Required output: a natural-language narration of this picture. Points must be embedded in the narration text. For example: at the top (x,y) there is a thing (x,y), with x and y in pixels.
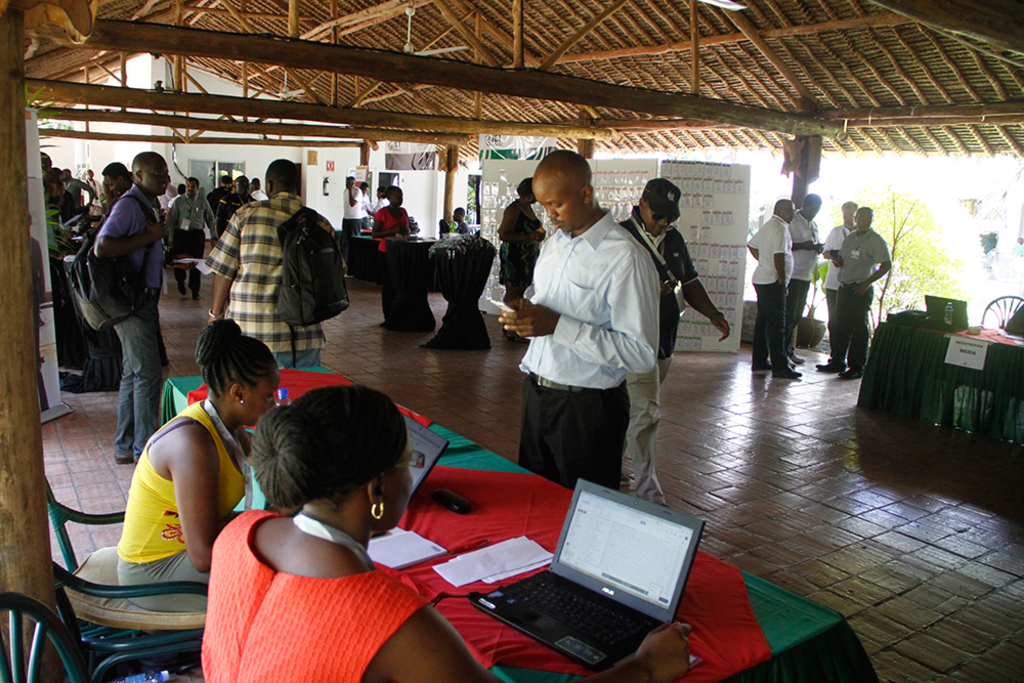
In this image there are many people (119,332). The image is clicked under a wooden roof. In the front (240,450), there are two women (254,570) sitting, in front of table (515,674) in the chairs (167,622) and operating their laptops (429,449). In front of them, there is a man (568,302) standing, who is wearing white shirt (648,288). In the background (267,157) there is a wall (434,180), and boards (615,175).
